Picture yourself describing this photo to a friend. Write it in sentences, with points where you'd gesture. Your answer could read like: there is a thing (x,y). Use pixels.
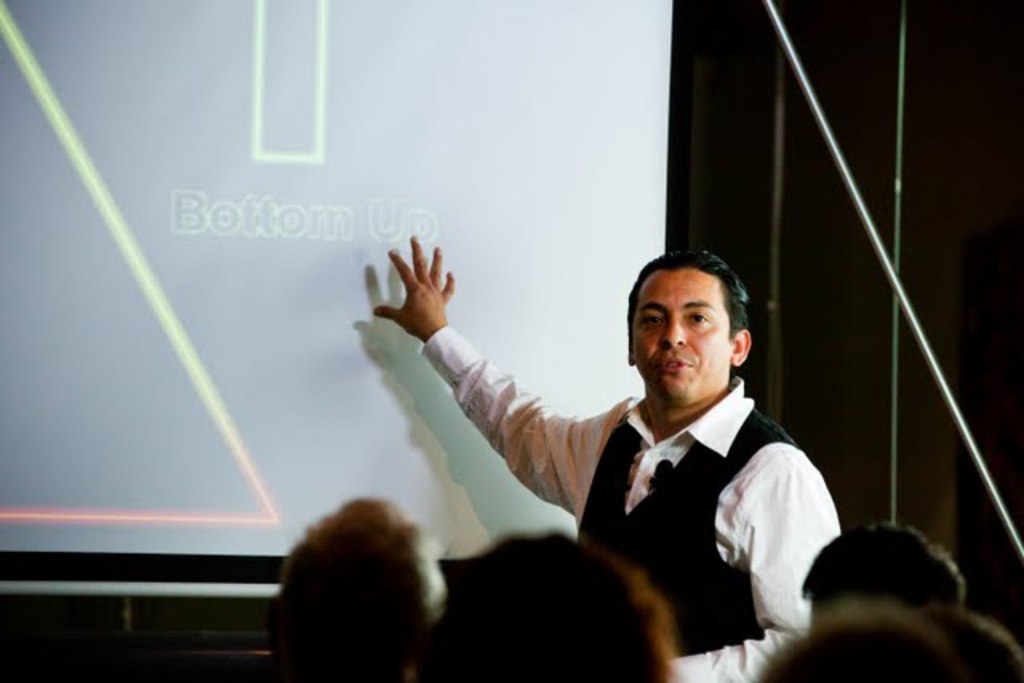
In this image we can see people (596,604) sitting on the chairs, person (663,576) standing on the floor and a display screen (259,266).
